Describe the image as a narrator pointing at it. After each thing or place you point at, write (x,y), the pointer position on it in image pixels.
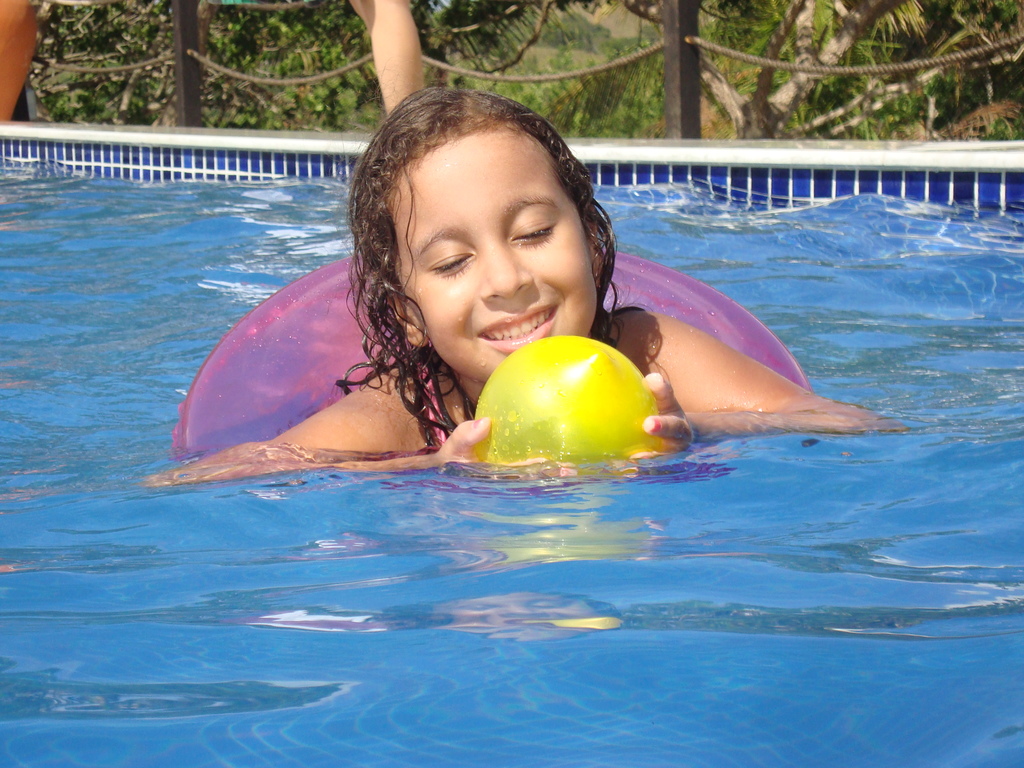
In this image we can see a girl (428,385) in a pool (672,539). We can see she is holding a yellow color object (566,402) in her hand (661,390). Behind the girl (363,276), we can see an inflatable object (265,373). At the top of the image (467,36), we can see person (400,29), fence (192,19) and greenery (725,31).
